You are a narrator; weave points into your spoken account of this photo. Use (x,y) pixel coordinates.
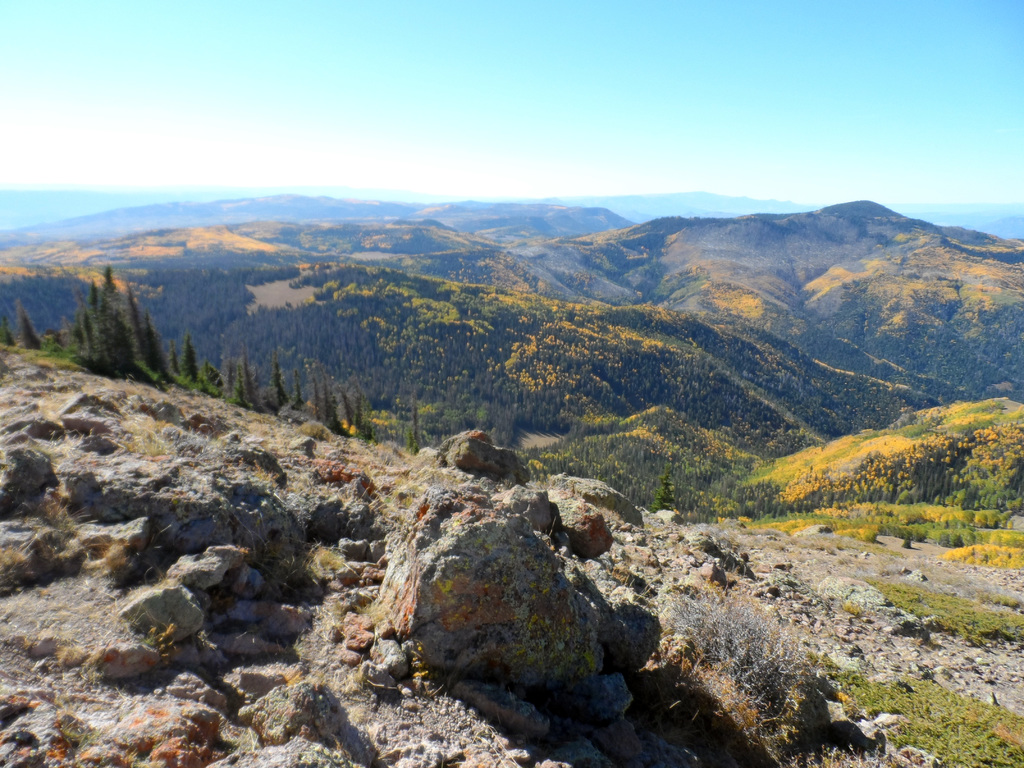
In this picture I can see many mountains (198,214). In the center of the image (671,355) I can see many trees (743,451), plants (878,535), grass (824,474) and open land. At the top (572,36) I can see the sky (525,15). At the bottom (288,754) I can see many small and medium sized stones (561,621).
